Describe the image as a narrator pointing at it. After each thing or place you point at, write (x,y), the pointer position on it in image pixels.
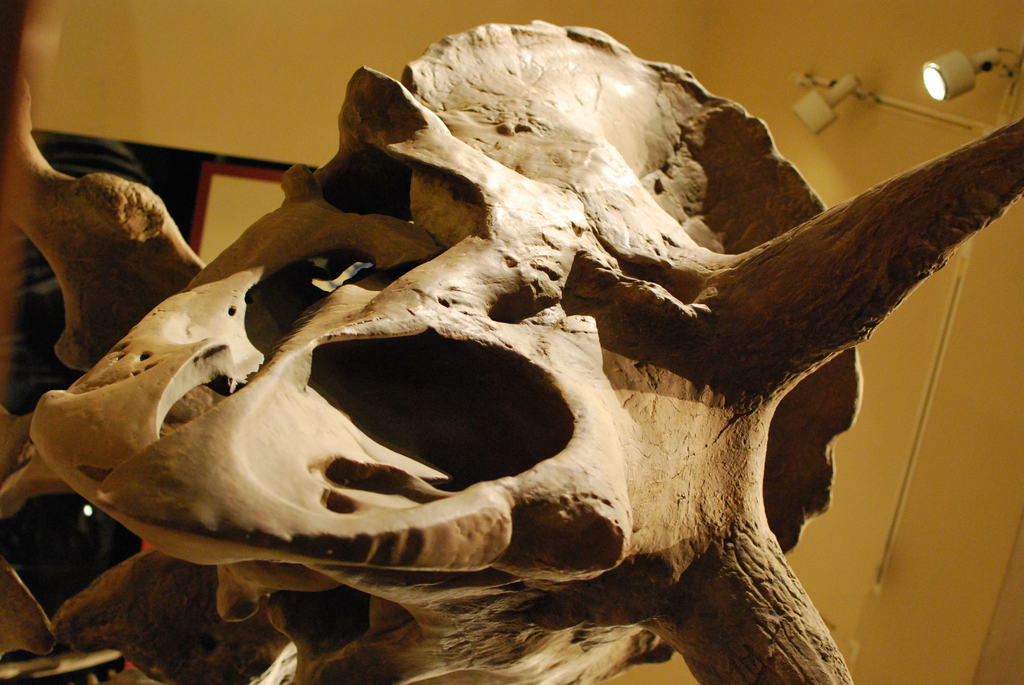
In the center of the image (542,326), we can see a structure (620,158) and in the background (771,64), there are lights (923,78) and there is a wall (256,98).
